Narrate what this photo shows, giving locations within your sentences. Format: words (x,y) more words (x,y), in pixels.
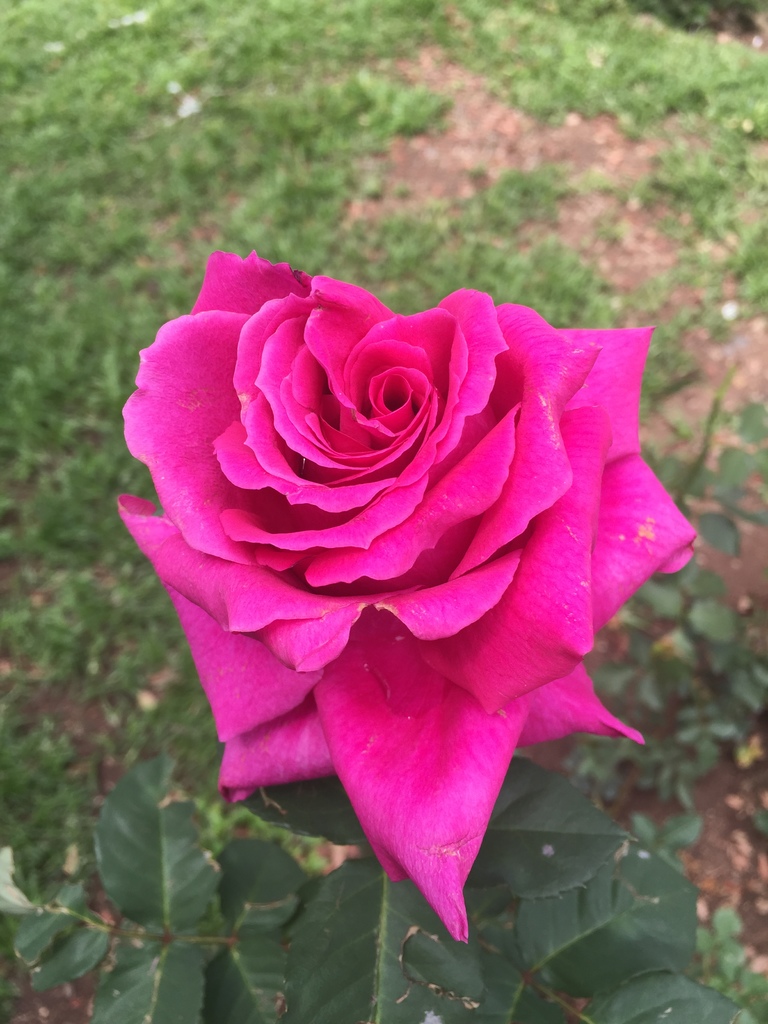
In this picture we can see pink rose (326,326) on the plant (529,791). On the top (222,143) we can see green grass (554,236). Here we can see leaves (600,948).
